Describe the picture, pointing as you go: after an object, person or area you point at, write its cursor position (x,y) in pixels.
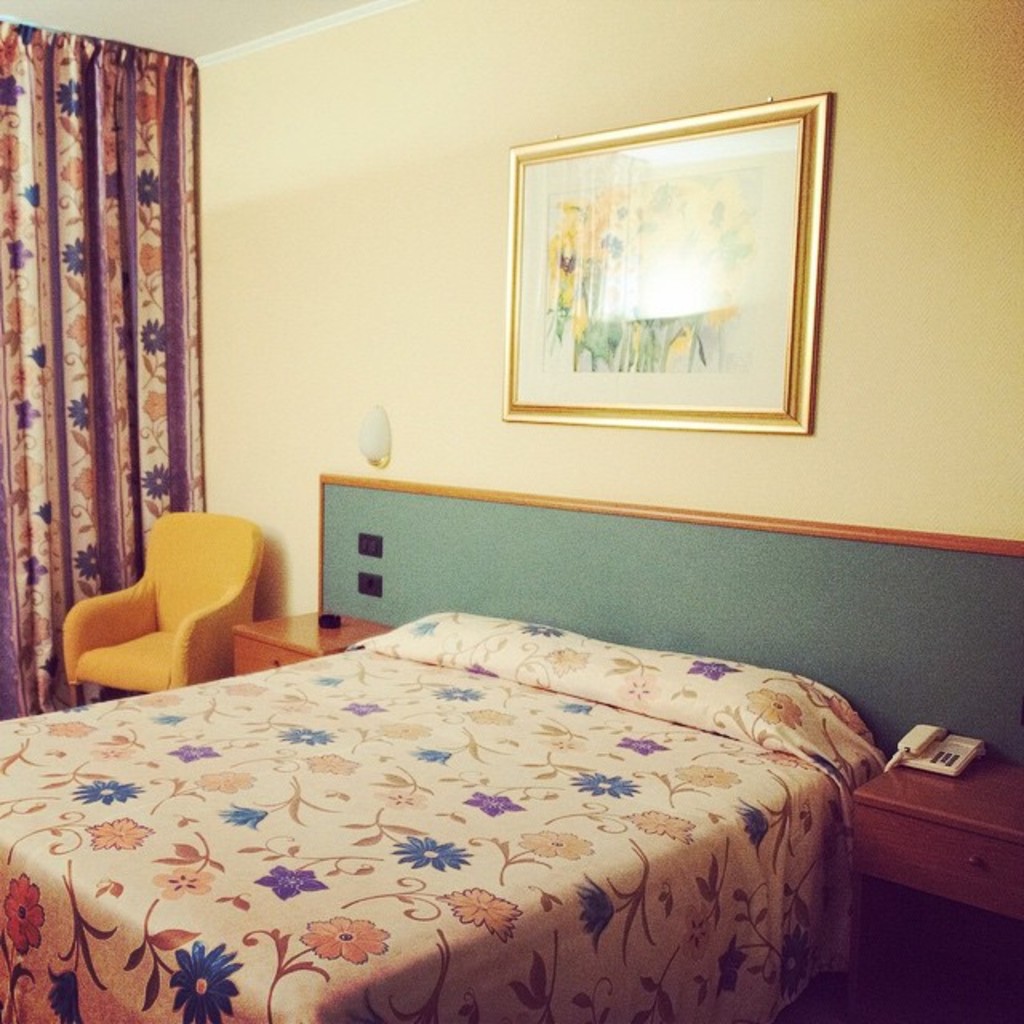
This picture is clicked inside the room (650,594). Here, we see a bed (511,820) and pillows (731,663) and beside that, we see a table (954,815) on which landline phone (928,756) is placed. Behind the bed (598,754), we see a yellow wall (450,299) on which photo frame (556,208) is placed. On the left side (127,218), we see a colorful curtain (91,421) and beside that, we see a yellow chair (164,612).
